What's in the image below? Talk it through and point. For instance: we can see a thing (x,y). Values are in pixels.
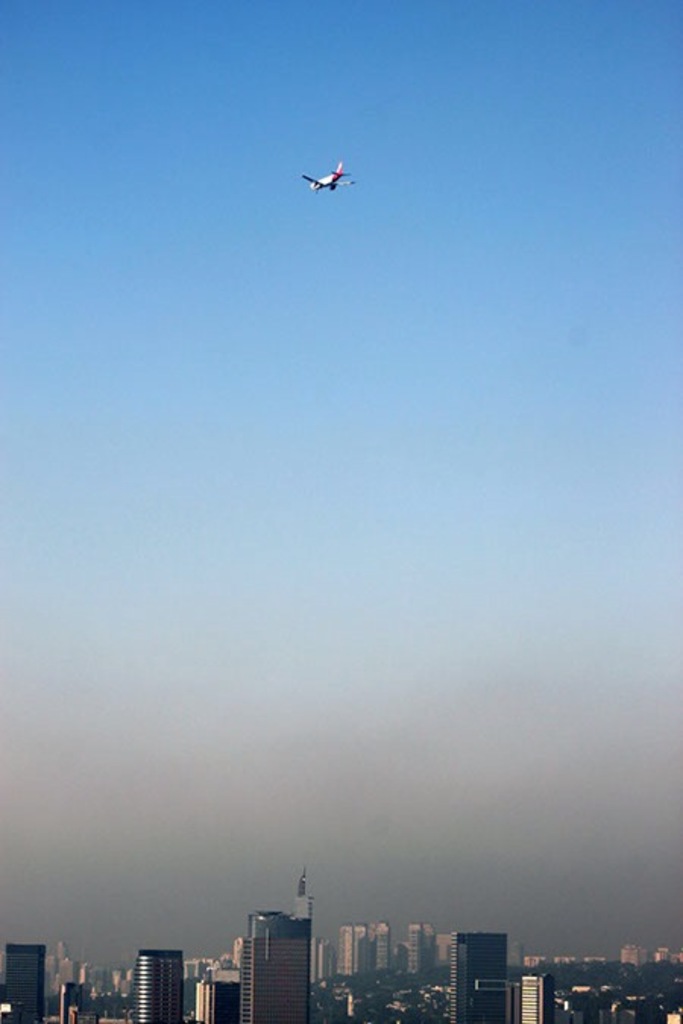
At the bottom of the image (232,1023) there are buildings (476,937). In the background of the image (350,456) there is sky (367,604). At the top of the image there is a airplane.
